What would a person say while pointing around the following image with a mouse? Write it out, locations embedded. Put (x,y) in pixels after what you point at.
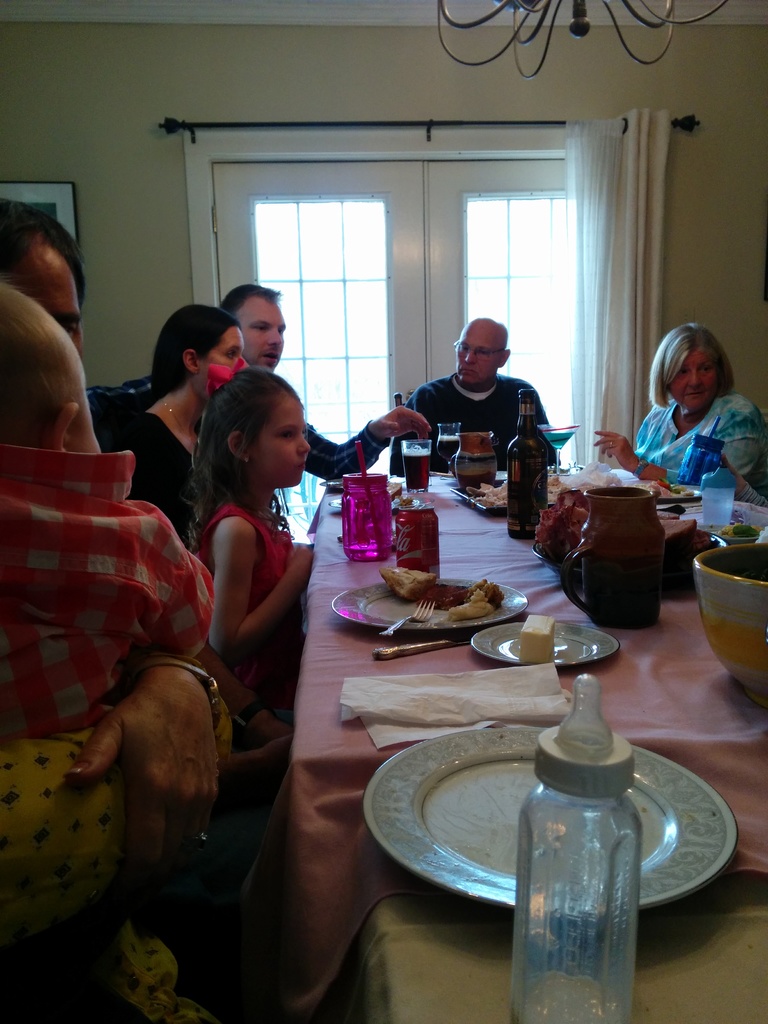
In the image we can see there are people (224,417) who are sitting on chair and on table (466,655) there is milk bottle (569,840), plate (475,834), napkin (457,692) and in plates (385,599) there are food items (549,618). There is jug (604,554), wine bottle (519,475), water bottle (368,532), juice glass (415,441) and cold drink can (422,547). At the back (637,304) there is curtain (656,194) in white colour.
